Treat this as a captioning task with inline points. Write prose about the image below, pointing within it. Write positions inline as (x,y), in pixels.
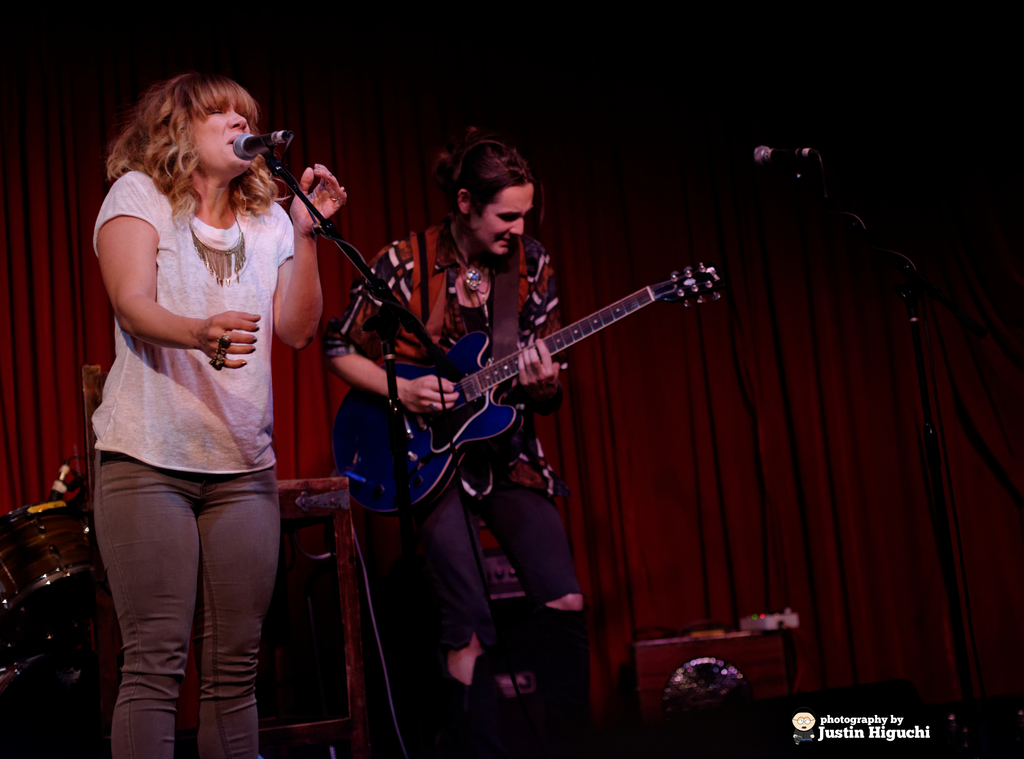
This picture is clicked in a musical concert. Woman (268,285) in white t-shirt (159,359) is singing song on microphone (259,151) which is placed in front of her. Beside her, woman (462,307) in brown shirt (442,322) is holding guitar (466,418) in her hands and playing it. Behind them, we see drums (36,538) and a sheet (59,197) which is red in color.
